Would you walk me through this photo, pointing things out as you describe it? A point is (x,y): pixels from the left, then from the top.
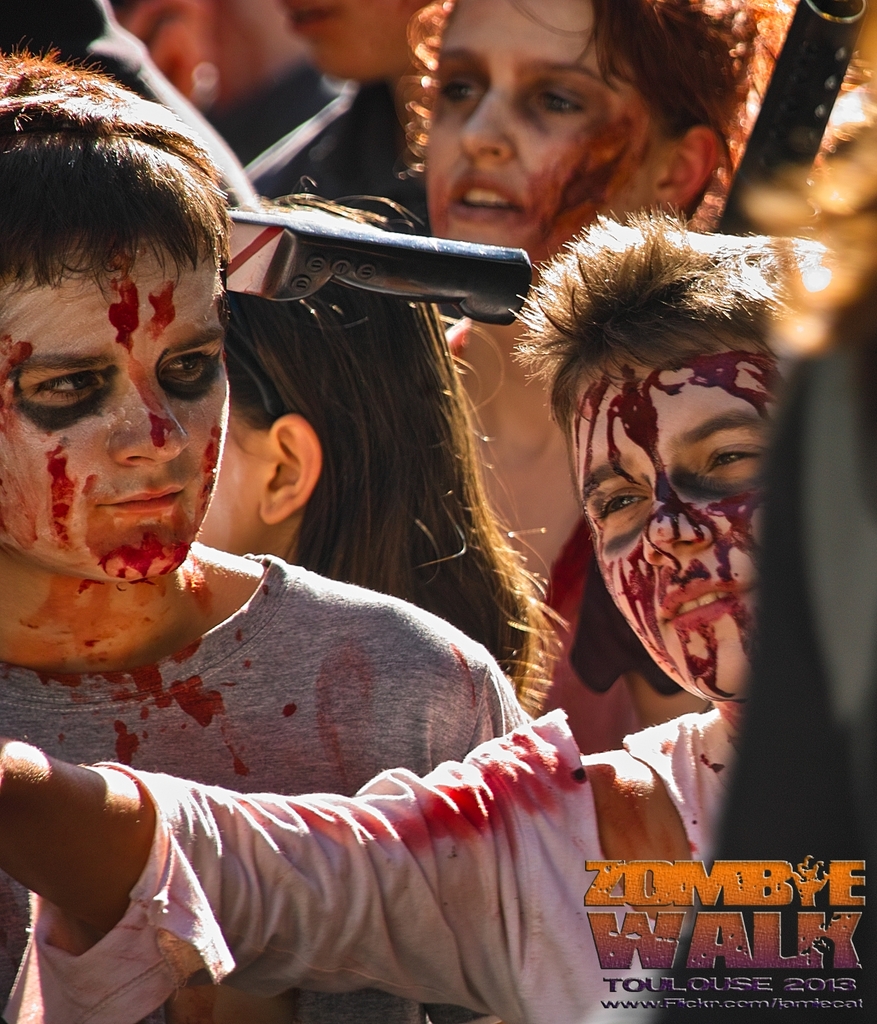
In this picture we can see a group of people (444,310) are standing and they are in halloween costume (378,762) and also we can see a knife (456,259) and gun (811,34). In the bottom right corner (802,909) we can see the text (689,864).
